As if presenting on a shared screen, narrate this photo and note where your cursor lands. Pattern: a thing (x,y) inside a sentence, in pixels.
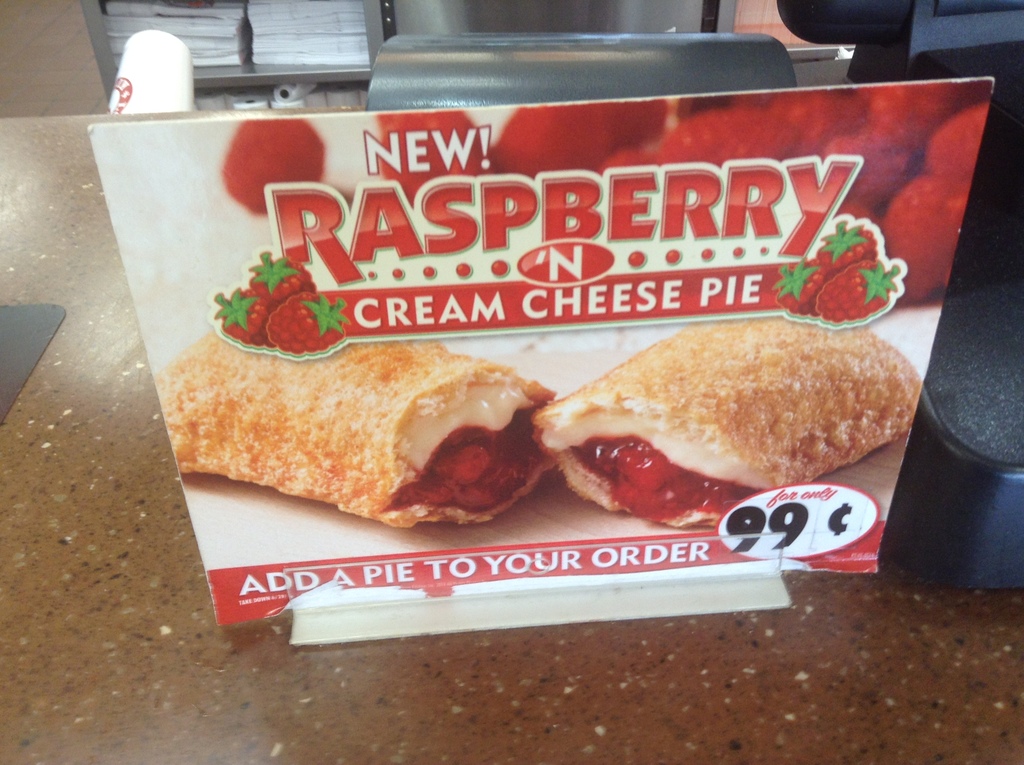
In this image I can see a board (420,260) which is in red and white color and something is written on it. It is on the surface (561,727). Back I can see a white color objects (290,52) on the rack (277,76).
